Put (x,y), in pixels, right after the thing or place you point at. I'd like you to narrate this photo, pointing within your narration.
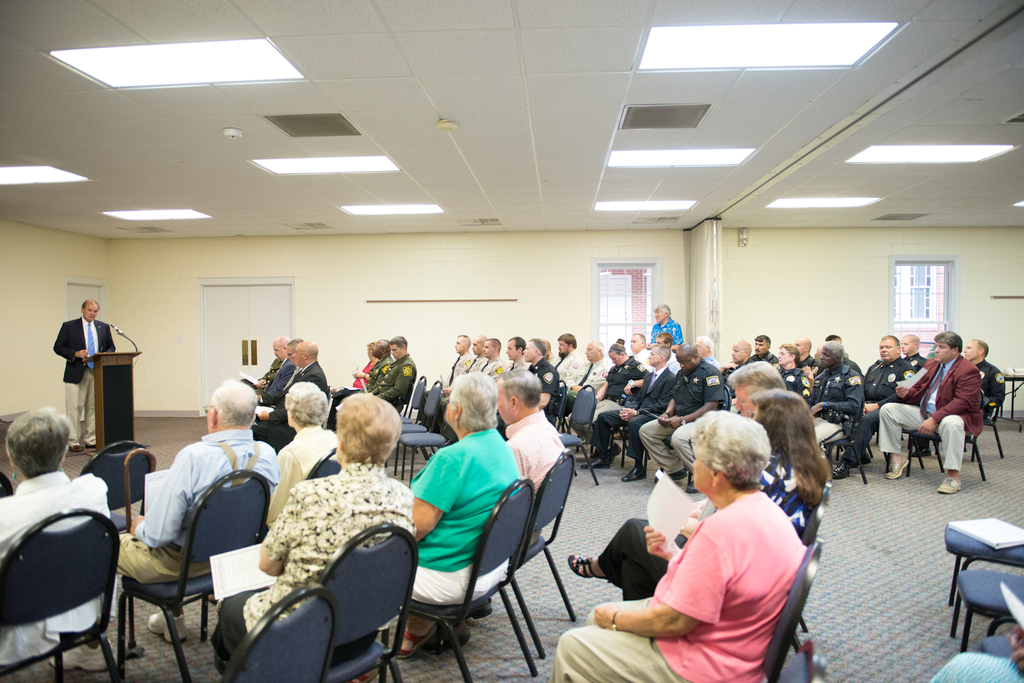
This image is clicked in a meeting. On the left (102,344) there is a podium (98,398) in front of that there is a man (82,385) he wear suit (74,355), trouser (74,397) and tie (91,331) i think he is speaking some thing. In the middle (486,450) there are many people (604,460) sitting on the chairs (563,490) and staring at podium (112,406). In the background (272,301) there is a door (232,303), wall (406,298), window (642,313) and table (1008,391). At the top (267,56) there is a light (254,49).
